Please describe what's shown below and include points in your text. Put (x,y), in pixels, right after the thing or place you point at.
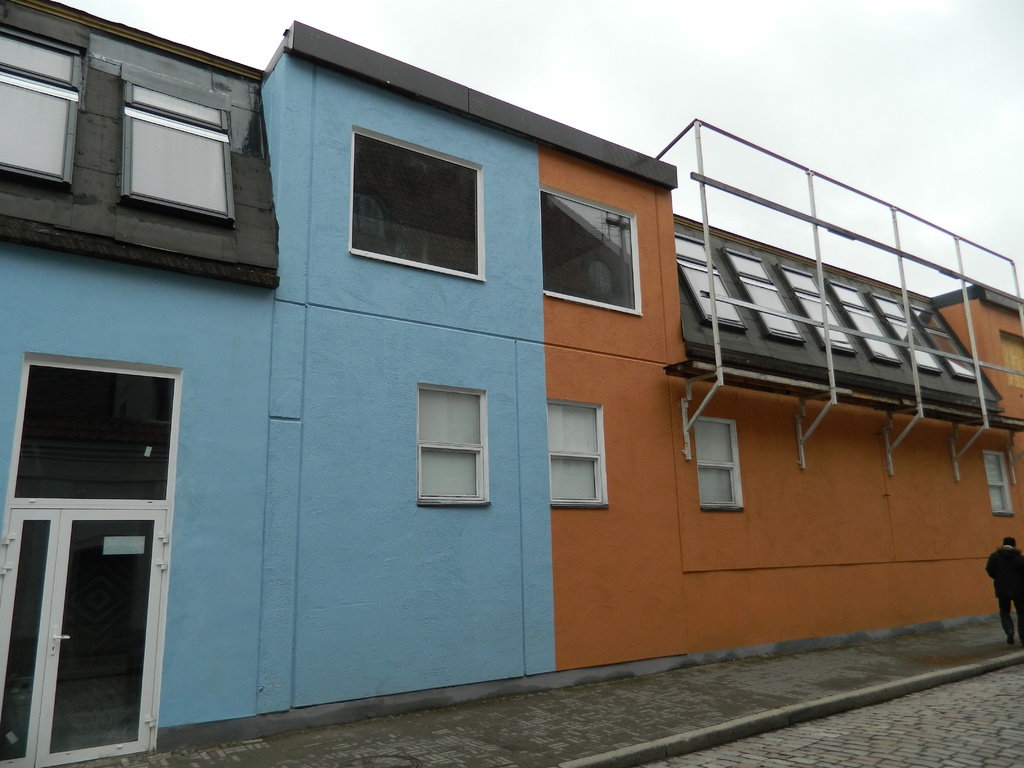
In this image I can see the ground (909,720), the sidewalk (873,674), a person (1009,637) wearing black dress (1018,623) is standing on the sidewalk (980,648) and the building (423,582) which is blue and orange in color. I can see the door (83,591) and few windows (144,151) of the building (748,299). In the background (909,71) I can see the sky (757,95).
